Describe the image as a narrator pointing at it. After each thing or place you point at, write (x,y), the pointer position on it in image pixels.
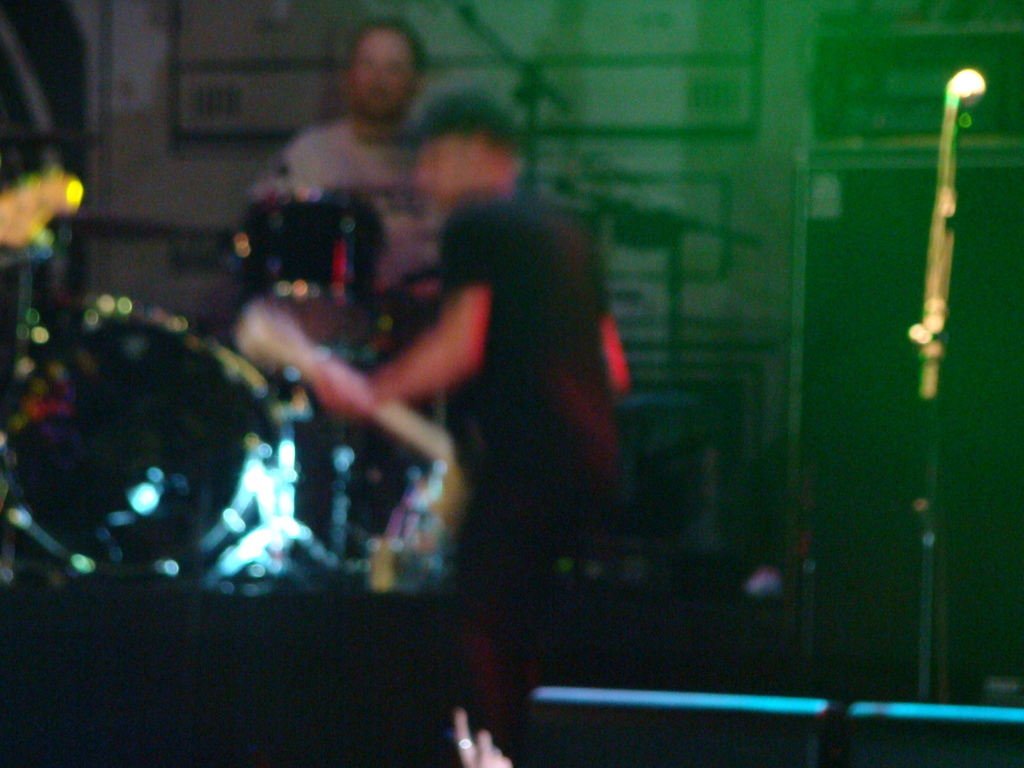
This picture seems to be clicked inside. On the left (27,338) we can see the two persons (421,196) and there are some items (215,348). On the right (929,255) there is a metal rod (939,346). The background of the image is blurry and we can see the lights (75,559).
